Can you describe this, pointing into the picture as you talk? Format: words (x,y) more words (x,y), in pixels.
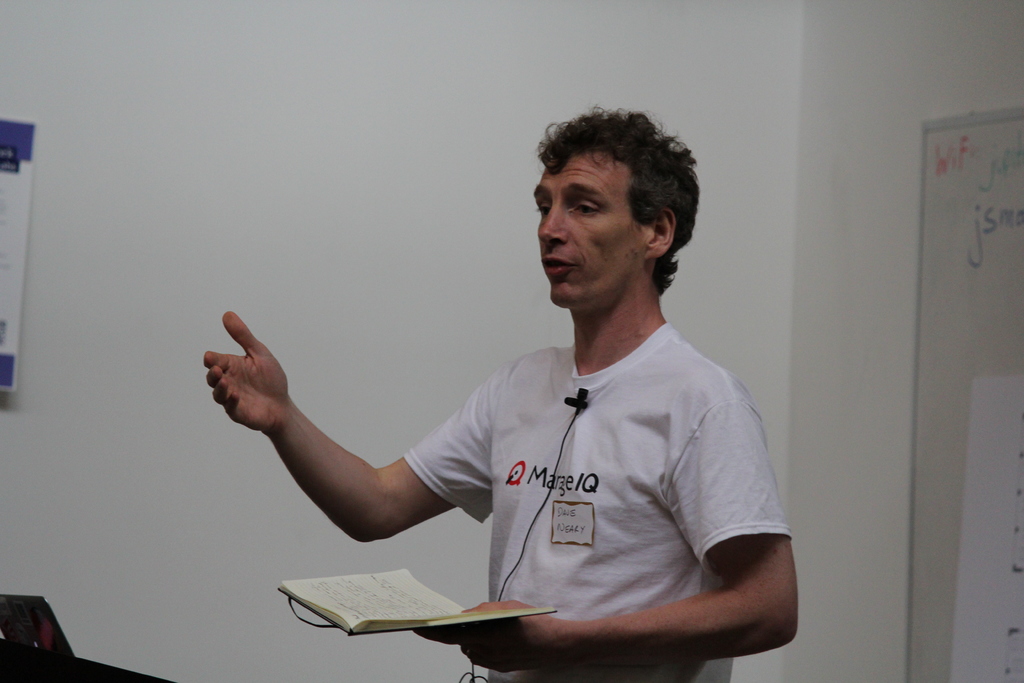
This man (615,405) is holding a book (393,576) and talking. Wall (470,256) is in white color. A poster (1,309) and board (974,164) is on wall (740,263).
